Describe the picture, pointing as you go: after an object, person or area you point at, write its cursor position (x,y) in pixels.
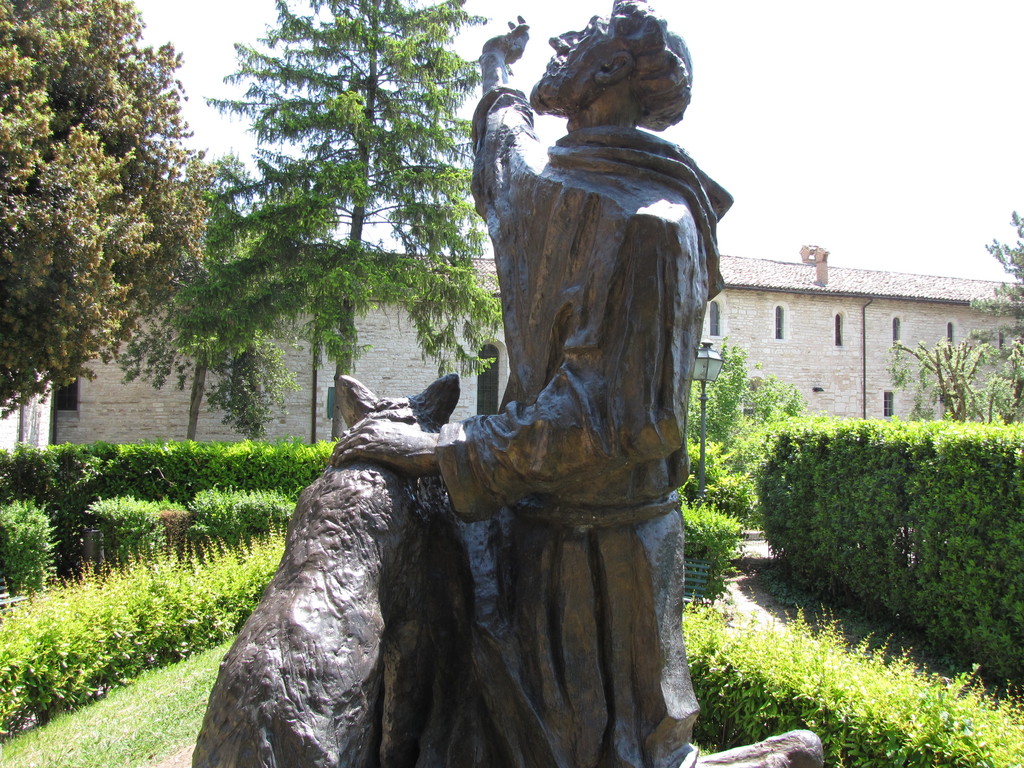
In the center of the image (470,465) we can see a statue (417,519). We can also see some plants (182,619) and grass (196,716). On the backside (388,369) we can see some trees (252,333), a building (466,341) with roof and windows (718,331) and the sky (778,195) which looks cloudy.
